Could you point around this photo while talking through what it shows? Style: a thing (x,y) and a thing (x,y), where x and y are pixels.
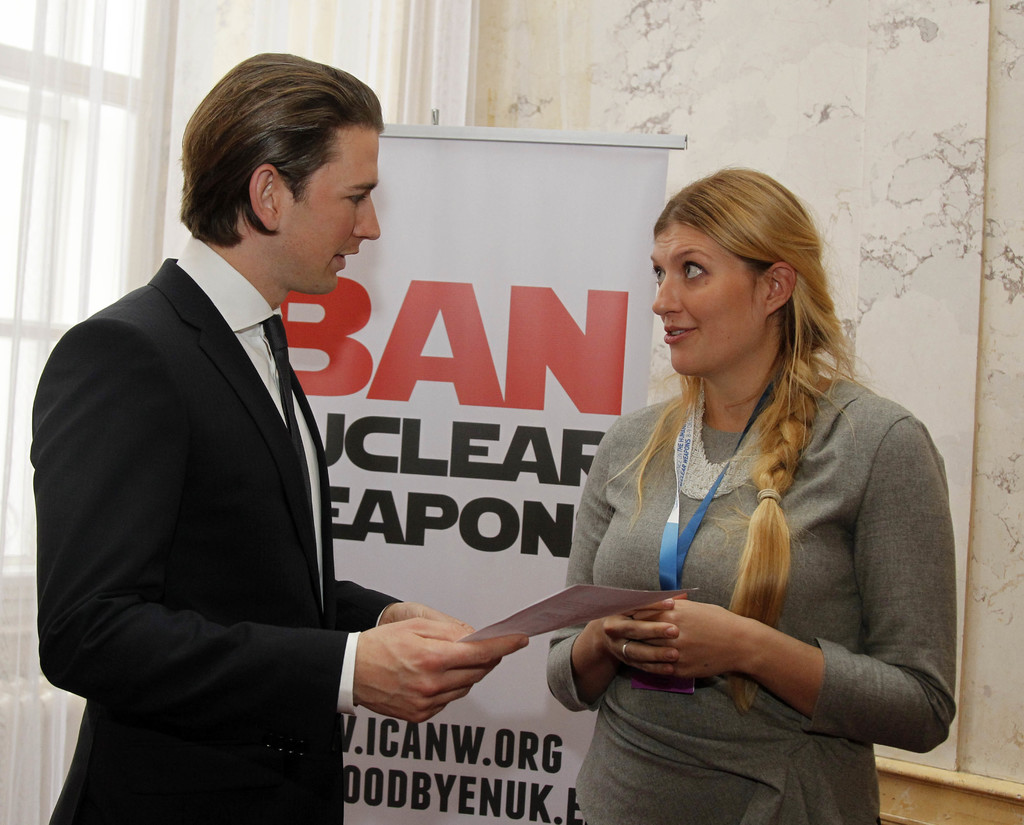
In this image I can see two persons (624,539) holding paper (588,586). Back I can see a white board (491,252), curtain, window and white wall (549,53).
